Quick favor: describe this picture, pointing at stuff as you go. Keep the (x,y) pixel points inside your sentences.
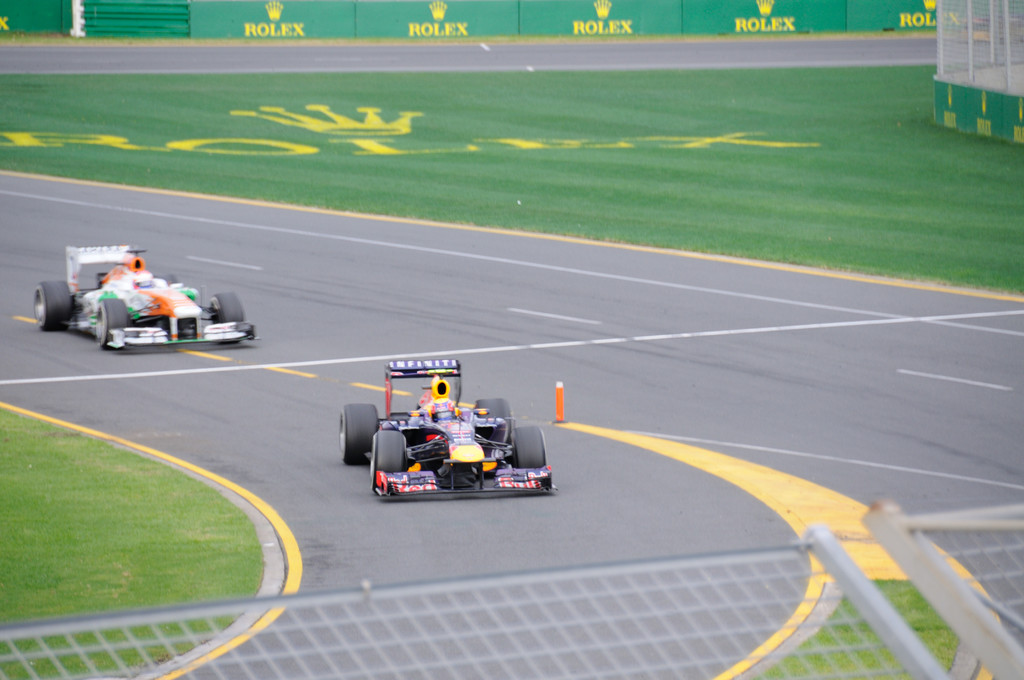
In this picture there are vehicles (176,311) on the road (635,543). At the back (878,27) there are boards (908,20) and there is text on the boards (721,30). On the right side of the image (1004,37) there is a fence (952,40). In the foreground (948,595) there is a fence (926,569). At the bottom (769,605) there is grass (73,550) and there is a road (818,408).
